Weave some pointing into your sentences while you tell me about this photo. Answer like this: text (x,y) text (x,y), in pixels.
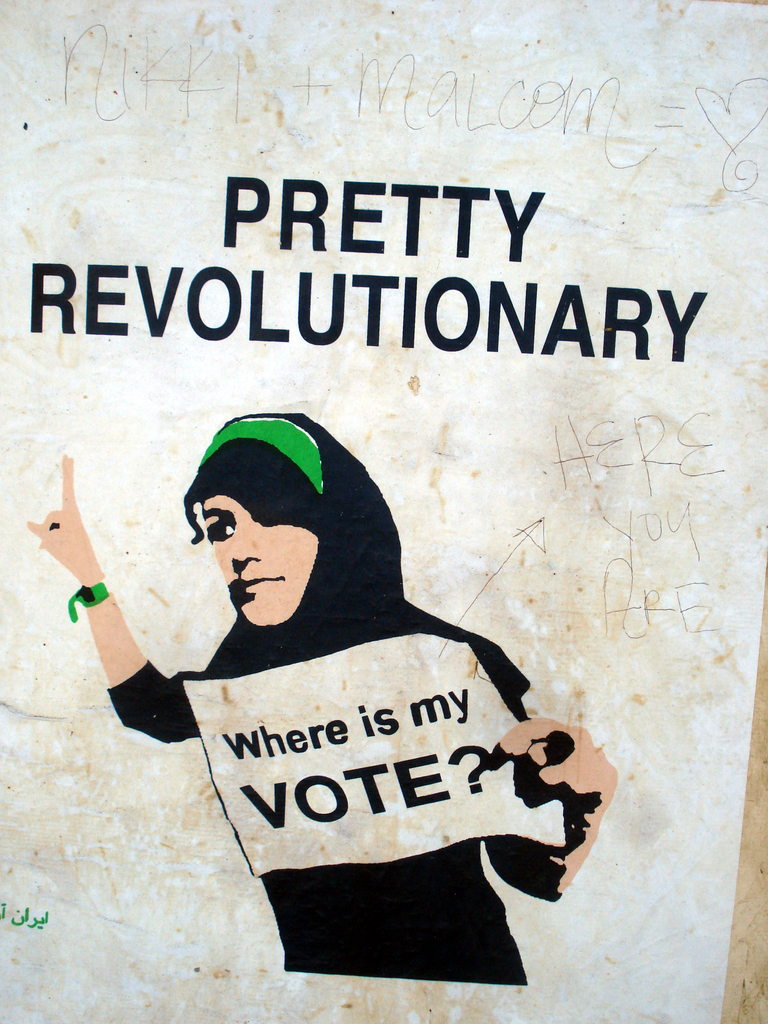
In this image I can see a depiction of a woman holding a paper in her hand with some text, I can see some text (488,80) written and some text (37,318) printed at the top of the image (462,190).
